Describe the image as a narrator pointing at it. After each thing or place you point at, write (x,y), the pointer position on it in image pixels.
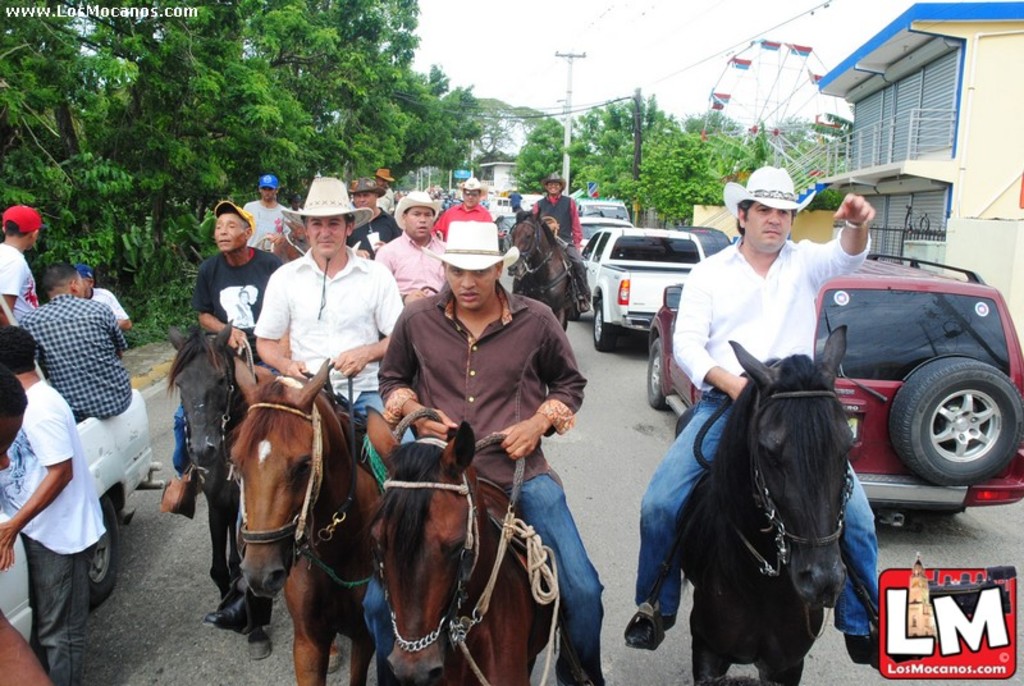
In this picture, there are many men (445,356) riding horses (441,527) on the road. We can observe some trees (241,96) here. Behind a man (750,309), there are some cars (637,272) here. In the background (499,21) there is a pole (568,154) and a sky (514,24) here. We can observe a giant wheel (778,89) and a houses (917,141) too.
